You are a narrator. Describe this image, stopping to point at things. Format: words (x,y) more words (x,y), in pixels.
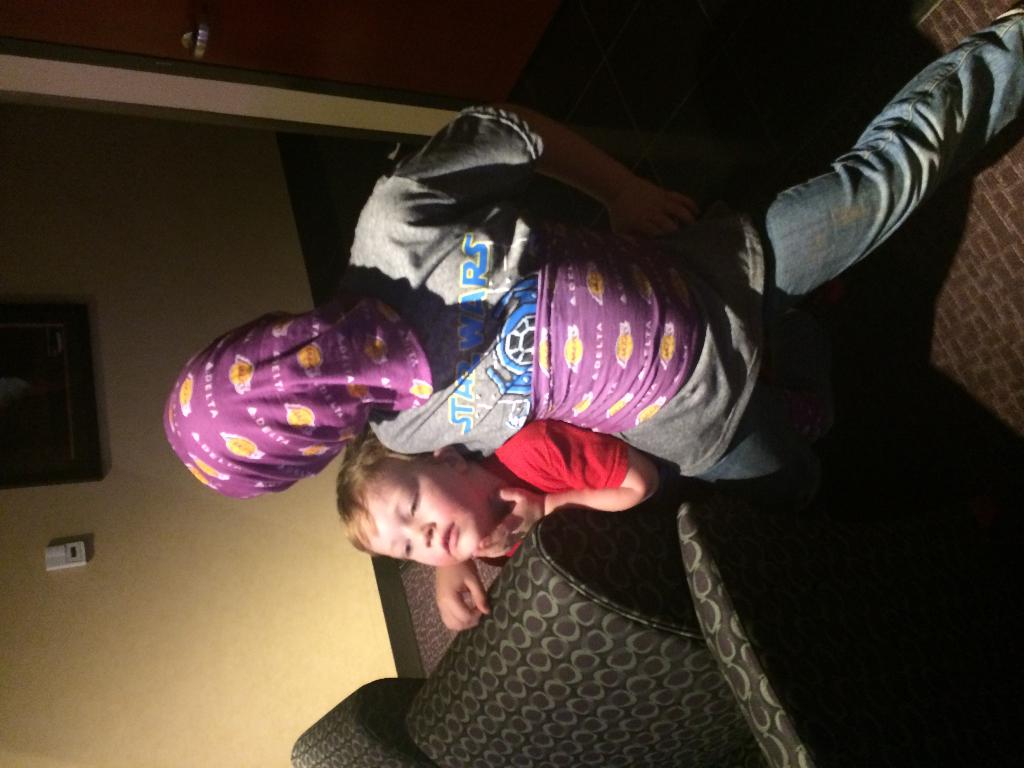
In the image there is a sofa (571,618) and beside that there is a boy (389,478) and another person (547,296), in the background (279,176) there is a wall (220,294).
